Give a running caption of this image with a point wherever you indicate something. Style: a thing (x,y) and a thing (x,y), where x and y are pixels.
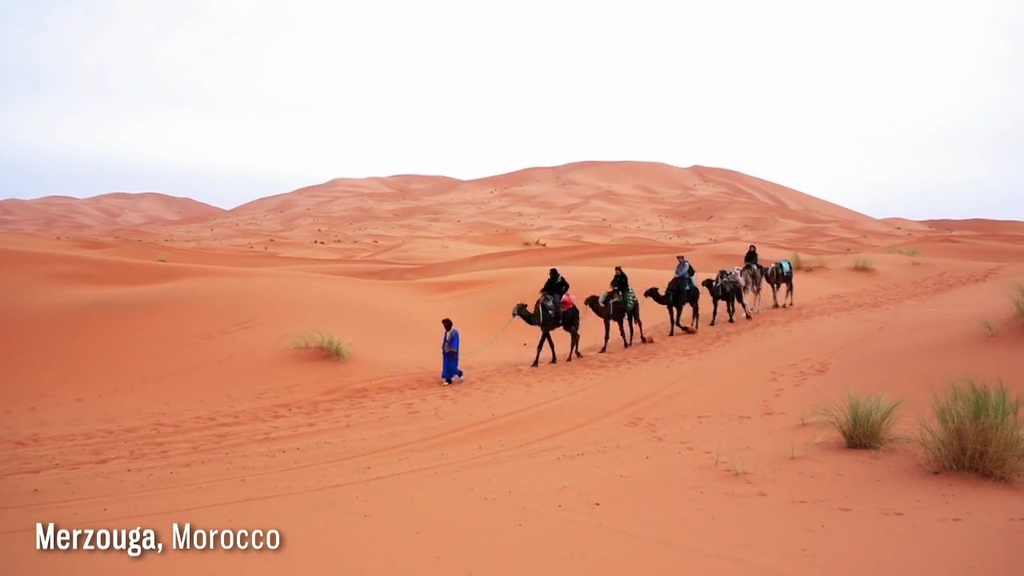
In the picture we can see a photograph in that we can see a desert area (649,492) and some camels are walking, carrying some people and just beside we can see a person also walking and we can also see some plants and in the background (575,150) we can see a sky (625,105).
